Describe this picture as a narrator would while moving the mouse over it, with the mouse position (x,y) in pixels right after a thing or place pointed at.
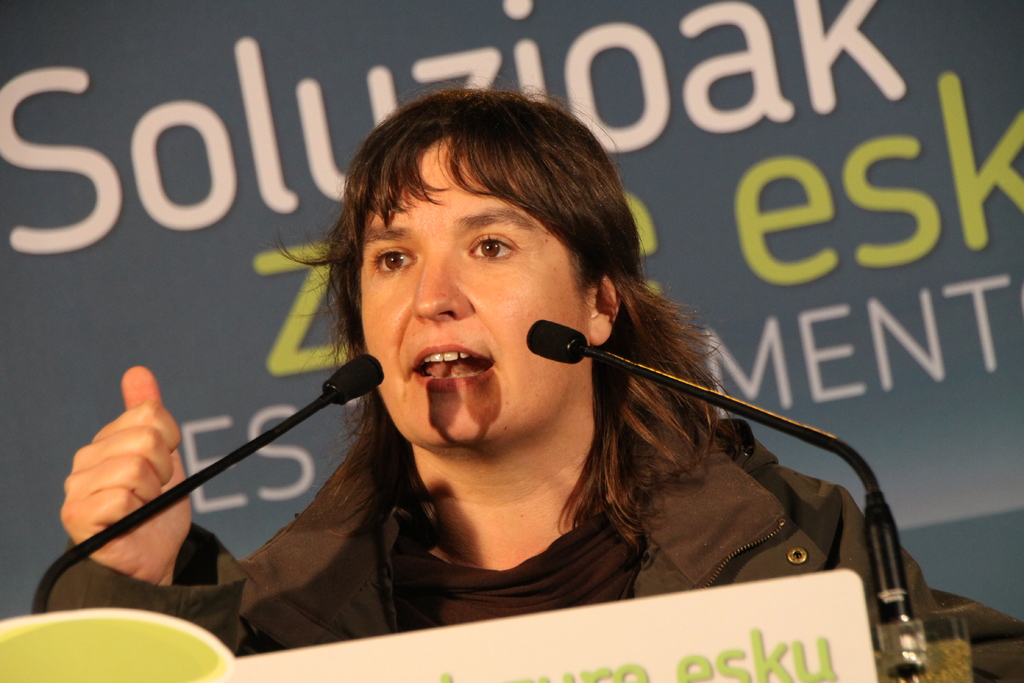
In this picture we can see a person (513,453), in front of the person (498,474) we can find microphones (374,366), in the background (655,242) we can find some text (881,312).
